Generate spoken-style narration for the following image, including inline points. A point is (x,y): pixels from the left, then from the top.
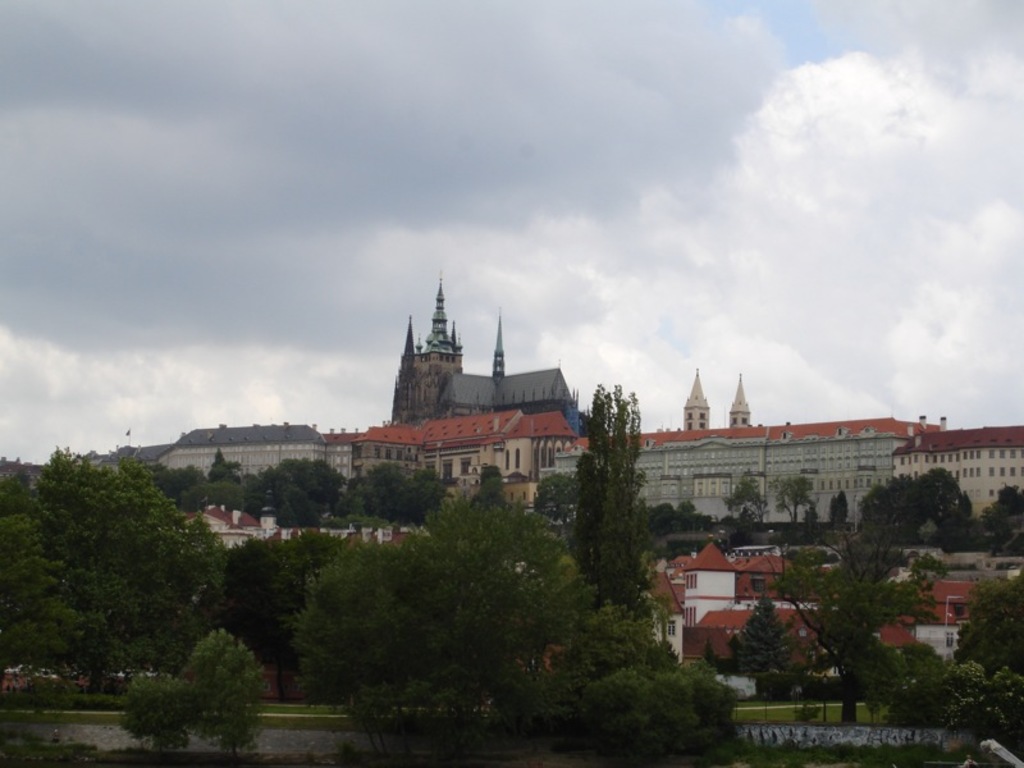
In this image, in the middle (530,504) there are buildings (488,430), trees (487,577), grass (758,712), sky (669,335) and clouds (385,204).
